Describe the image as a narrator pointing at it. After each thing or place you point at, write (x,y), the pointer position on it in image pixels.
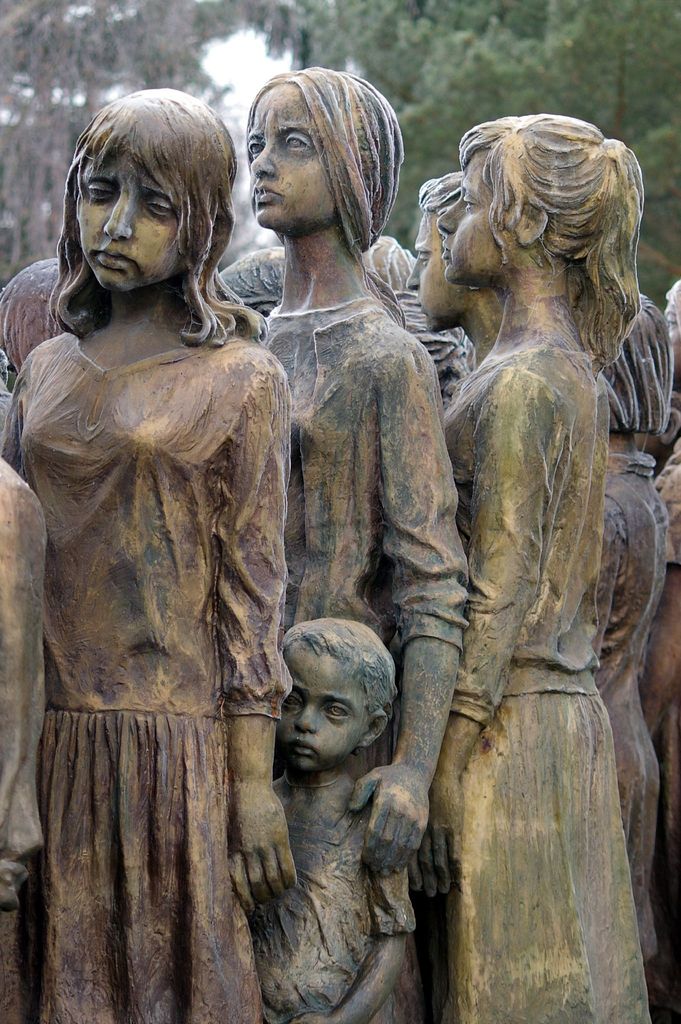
In this picture we can see statues (220,378) of people (229,277) and in the background (159,7) we can see trees (402,72) and the sky (213,72).
